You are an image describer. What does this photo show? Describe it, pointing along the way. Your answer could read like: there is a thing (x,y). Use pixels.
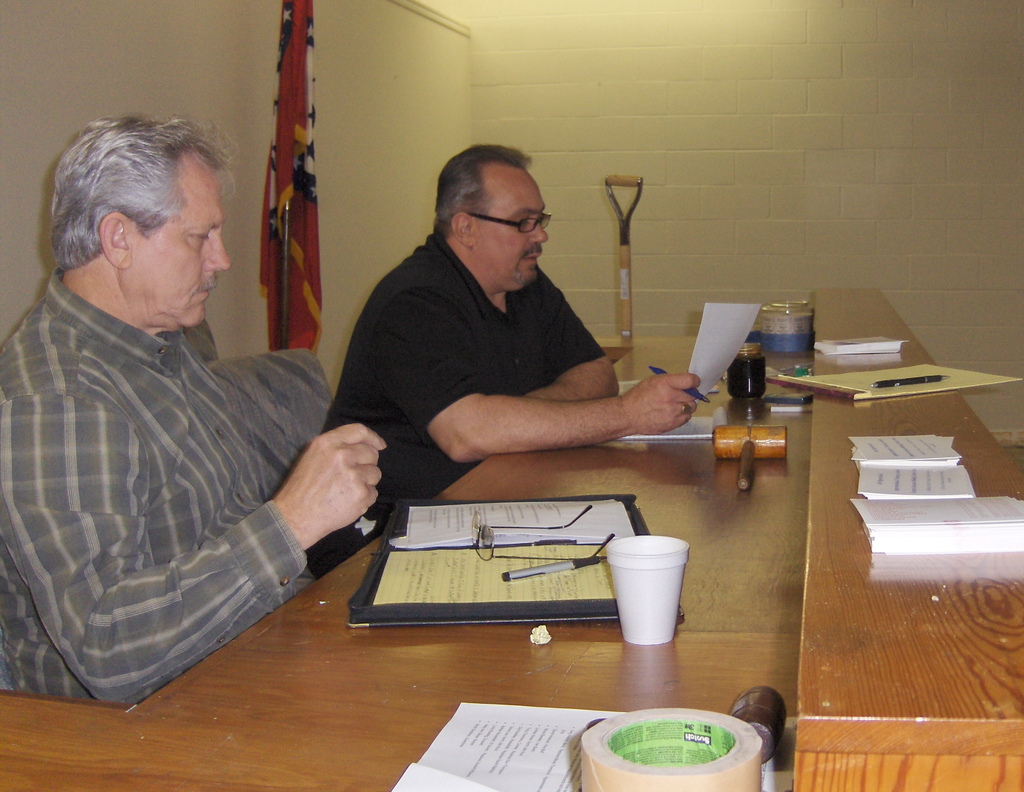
There are two men (405,365) sitting. The men (121,439) with checks shirt (118,467) is sitting to the left side (173,523). And the men (355,399) with the black t-shirt (439,350) is sitting in the right side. In front of them there is a table (672,483). On the table (544,481) there are some files (406,581), spectacles (485,537), pen (531,570), cup (640,569), a wooden item (749,464) bottle (747,376), tape (709,726). Behind them there is a flag (273,158).
